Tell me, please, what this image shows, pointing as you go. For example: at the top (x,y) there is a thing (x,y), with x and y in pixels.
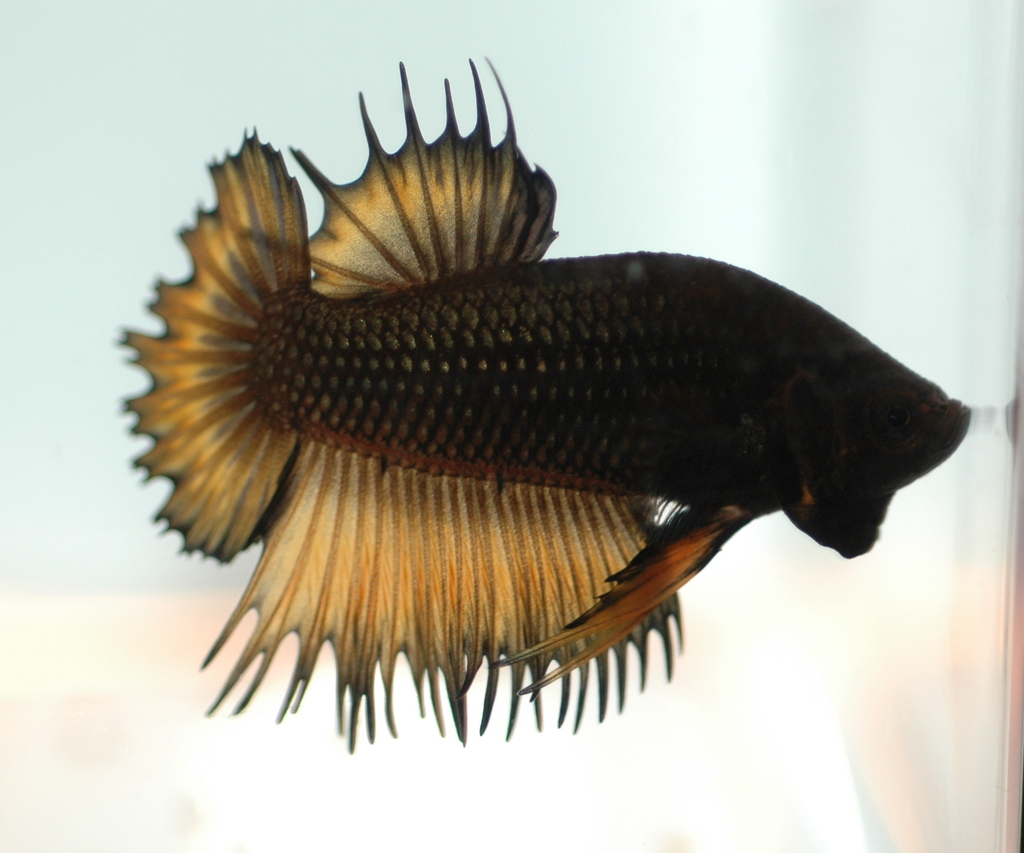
In this picture we can see a fish (438,568) and in the background (733,191) it is blurry.
